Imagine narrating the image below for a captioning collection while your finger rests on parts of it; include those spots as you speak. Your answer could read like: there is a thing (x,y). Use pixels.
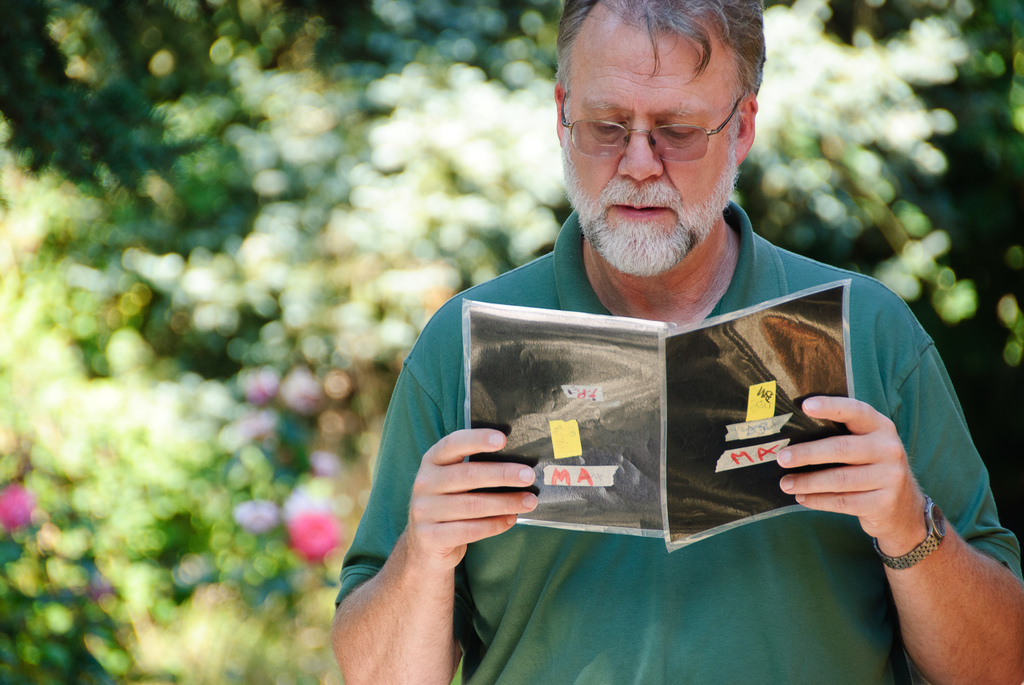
In this image I can see a person (663,314) holding a book (608,427) and background (968,150) is too blur.
